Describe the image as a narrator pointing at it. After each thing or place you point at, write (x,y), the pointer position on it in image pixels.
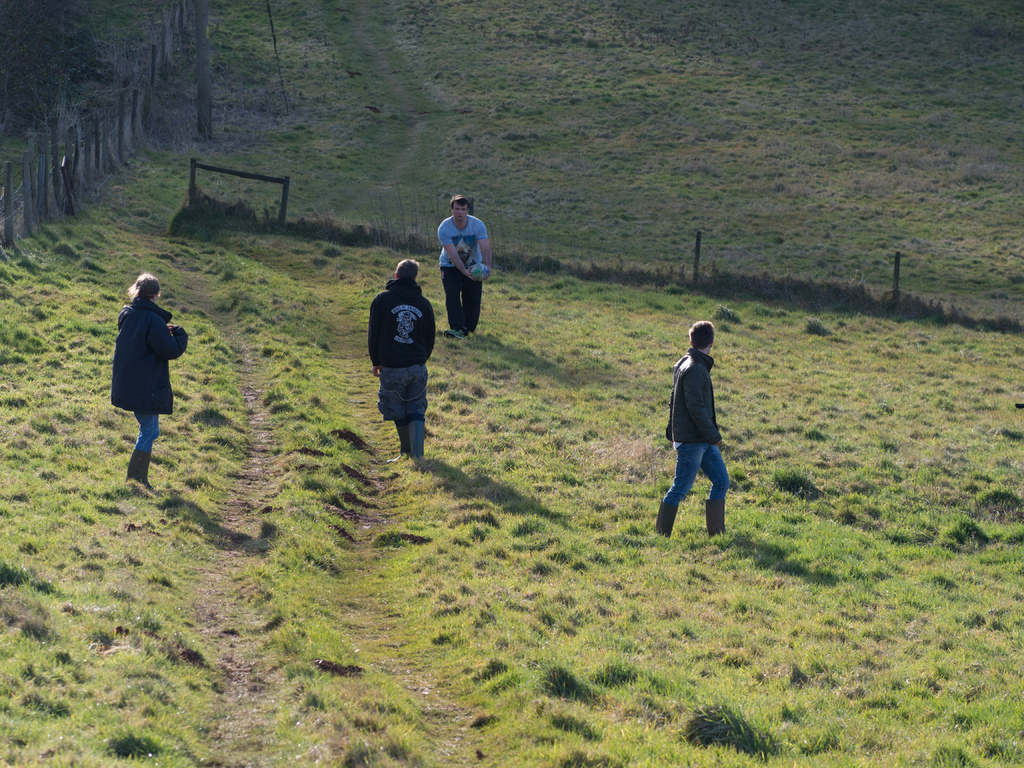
In this image we can see the people (701,460). We can also see a man (473,301) holding the ball (474,271). In the background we can see the grass (1,276). We can also see the fence (164,40) and also the wooden poles (206,32).
